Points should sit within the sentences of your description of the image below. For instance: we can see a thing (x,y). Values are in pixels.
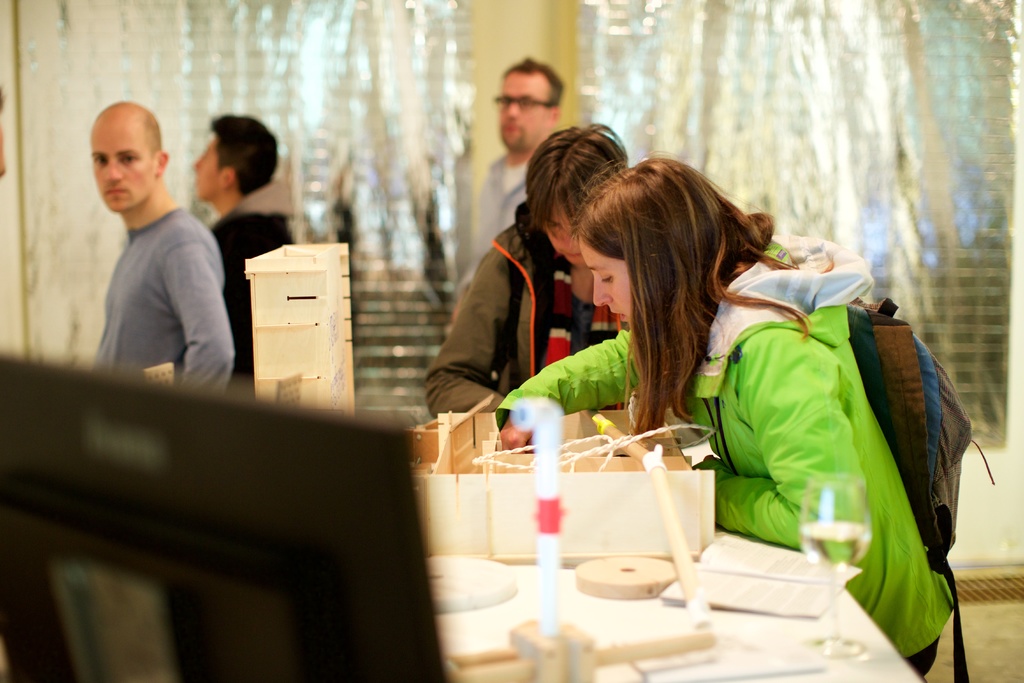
In this image we can see a few people (446,401), among them, one person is wearing the spectacles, there is a table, on the table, we can see a book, glass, monitor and some other objects (261,333), in the background (391,376) it looks like the windows (694,56).
